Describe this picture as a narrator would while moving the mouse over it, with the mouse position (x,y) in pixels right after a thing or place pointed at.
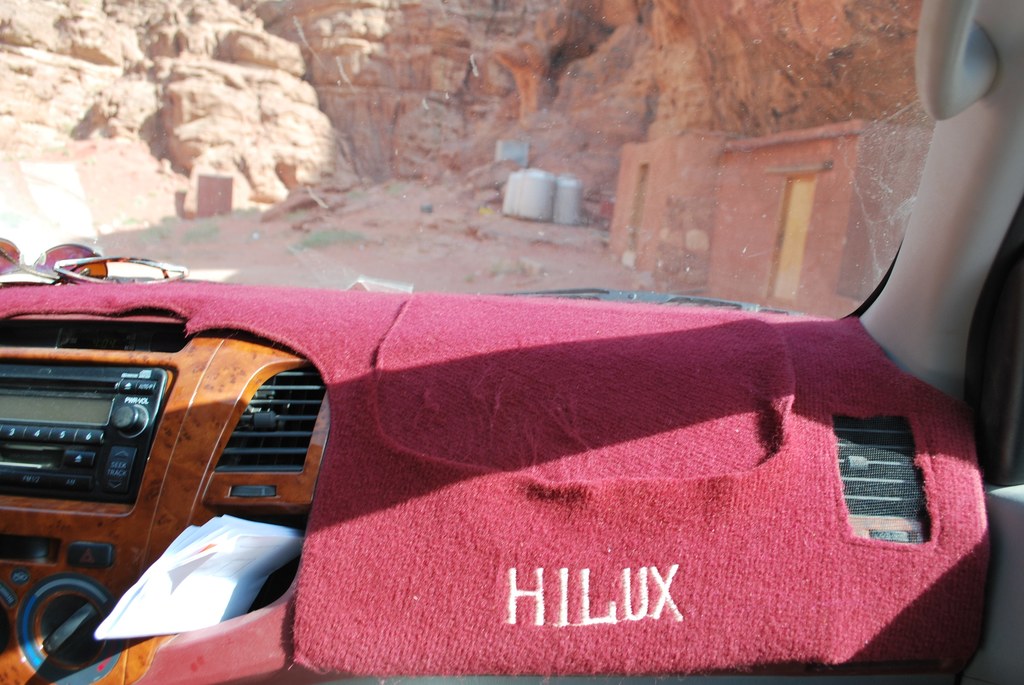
Here in this picture we can see a dashboard (38,350) of a vehicle (264,683) and we can also see a music player (103,473) and knobs (61,607) and AC ducts (277,435) and a cloth (315,362) on it present and in the front (847,52) we can see a wind shield (113,5), through which we can see rocks (356,133) present and on the right side (766,171) we can see rooms (782,156) present.
